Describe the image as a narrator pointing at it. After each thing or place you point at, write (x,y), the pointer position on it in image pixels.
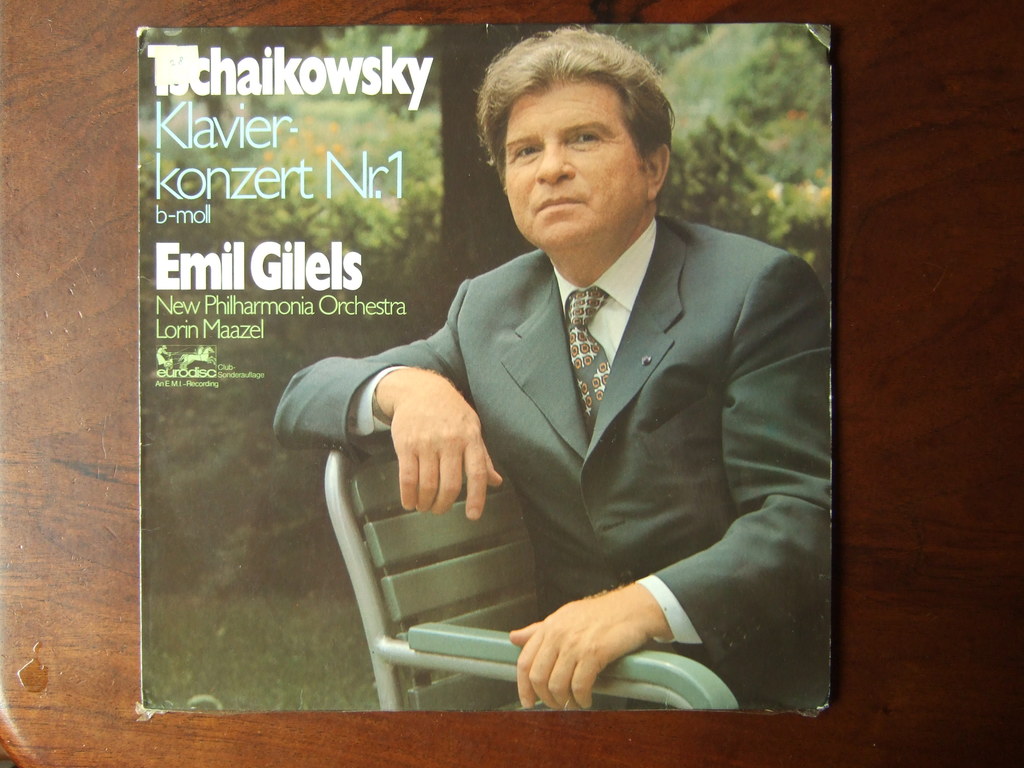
In this picture we can see an image (450,398) of a man (598,472) sitting on a chair (513,539) and the card (270,297) is on the wooden surface (645,756). Behind the man (346,360), there are trees (345,222) and something is written on the card (276,304).
